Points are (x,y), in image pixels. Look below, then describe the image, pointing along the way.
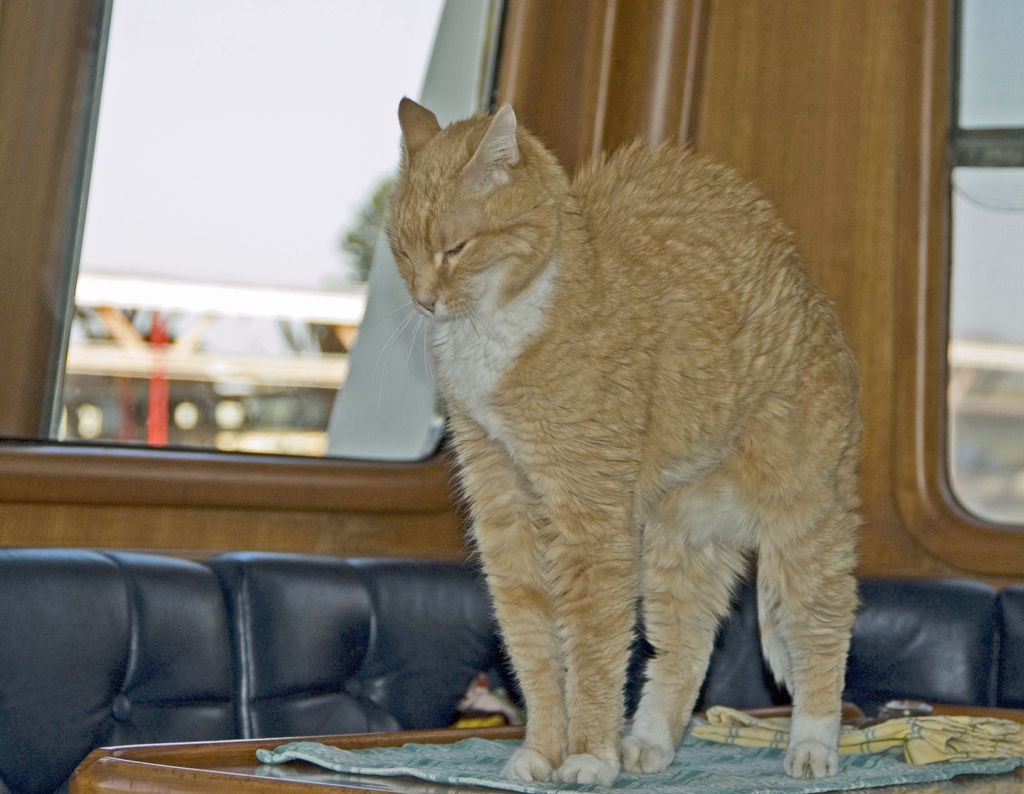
In the given image i can see a cat (515,673) standing on the wooden table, sofa (57,698) and window (314,401).
